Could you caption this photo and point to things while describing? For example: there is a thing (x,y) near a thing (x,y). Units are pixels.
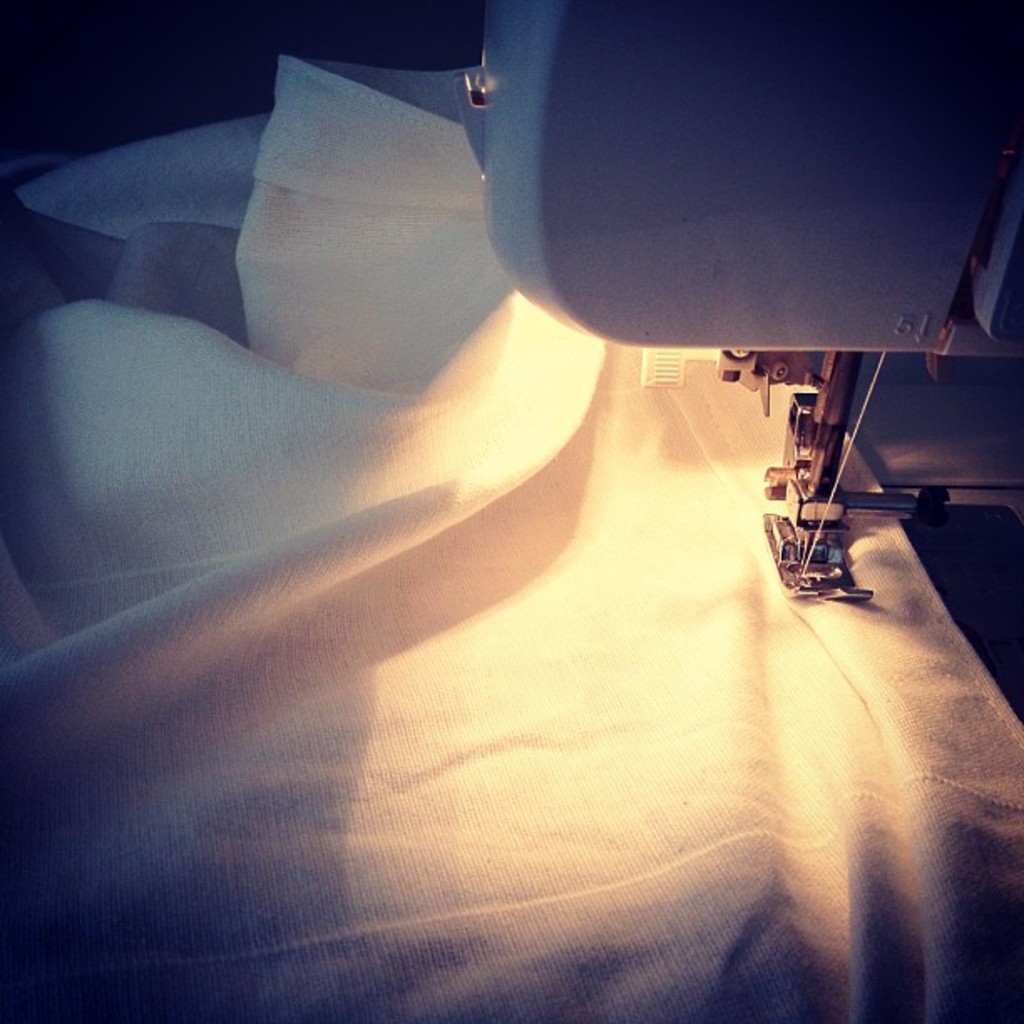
In the foreground of this image (883,493), there is a cloth (824,618) on a sewing machine (793,475).
